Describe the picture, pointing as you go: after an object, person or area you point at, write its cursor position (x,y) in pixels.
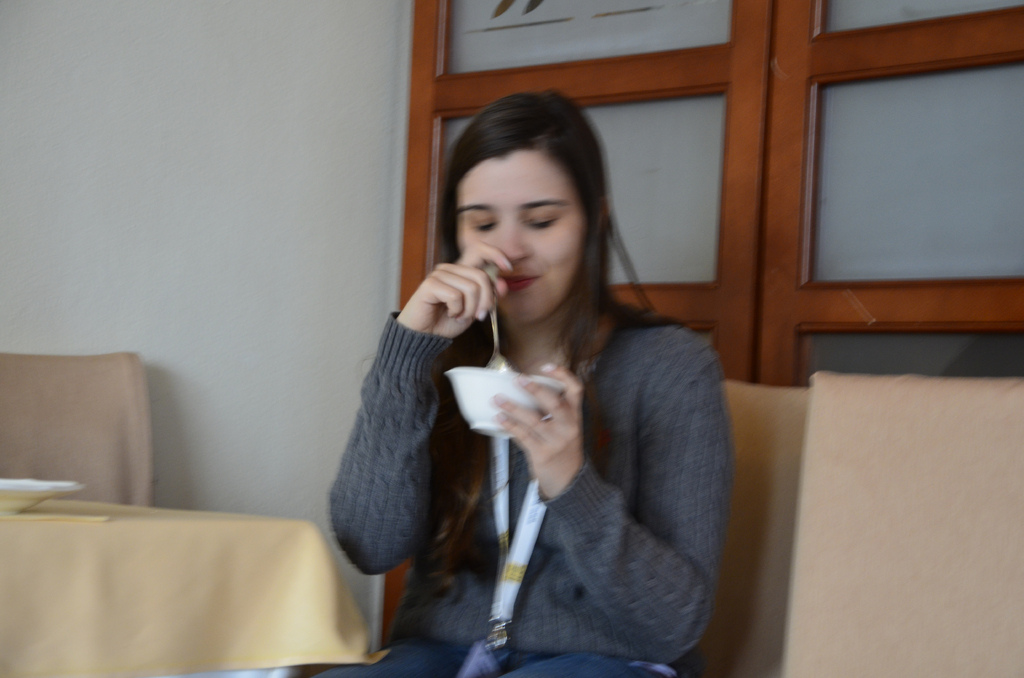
In this image there is a woman (600,503) holding a bowl (493,414) with one hand (511,411) and holding a spoon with the other hand (446,317). Beside her there is a table (231,546) having a bowl (23,495). Behind the table (62,511) there is a chair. Right side (889,540) there is a chair (939,443). Background (860,113) there is a wall (121,319) having a window (769,229).
